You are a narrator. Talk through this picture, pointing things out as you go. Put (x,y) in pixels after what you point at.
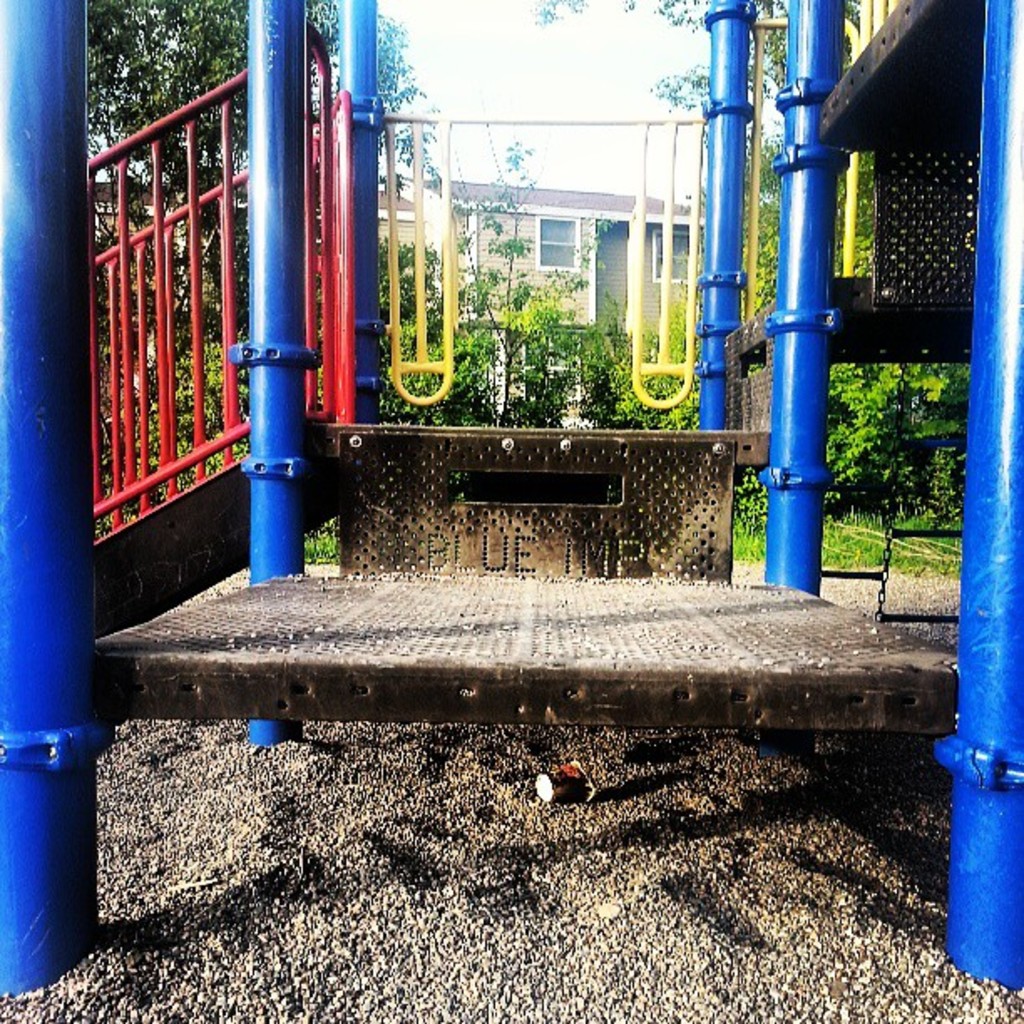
In the middle (496,594) it is an iron thing (556,436), these words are in dark color, at the back side (573,291) there are trees (522,289) and a house (540,281) in this image.
